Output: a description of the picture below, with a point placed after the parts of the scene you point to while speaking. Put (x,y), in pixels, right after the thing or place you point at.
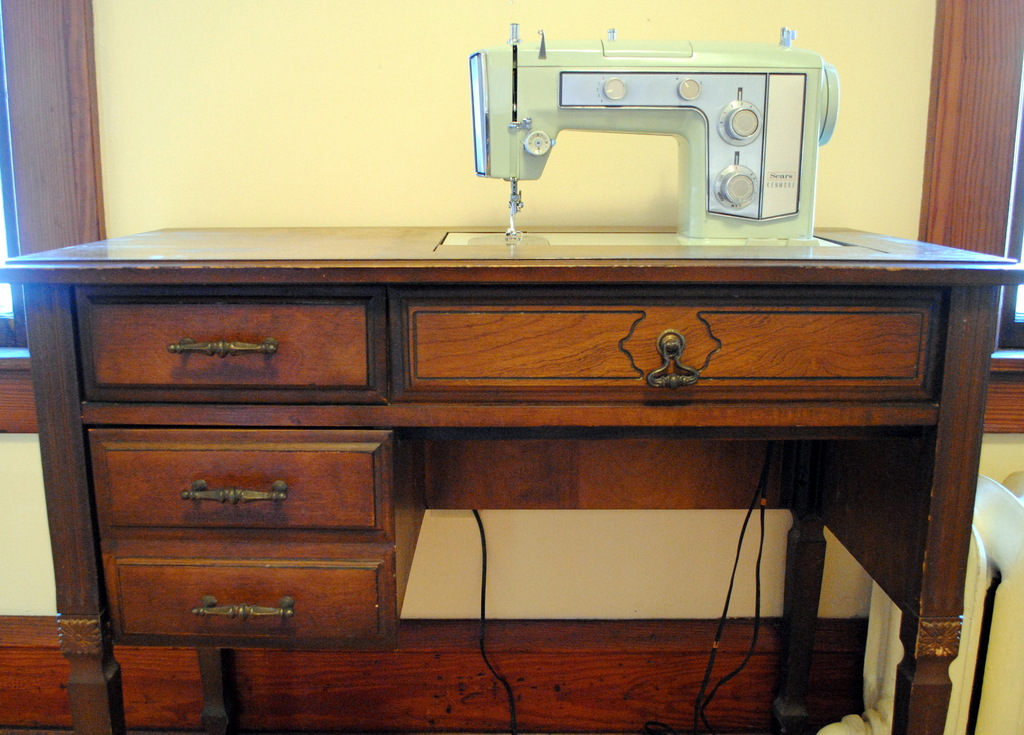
The image is inside the room (500,694). In the image there is a table (306,348), on table (407,247) we can see stitching machine (812,145), On right side (948,211) and left side (37,120) we can see windows (35,138) and a wall (367,76) which is in yellow color.
